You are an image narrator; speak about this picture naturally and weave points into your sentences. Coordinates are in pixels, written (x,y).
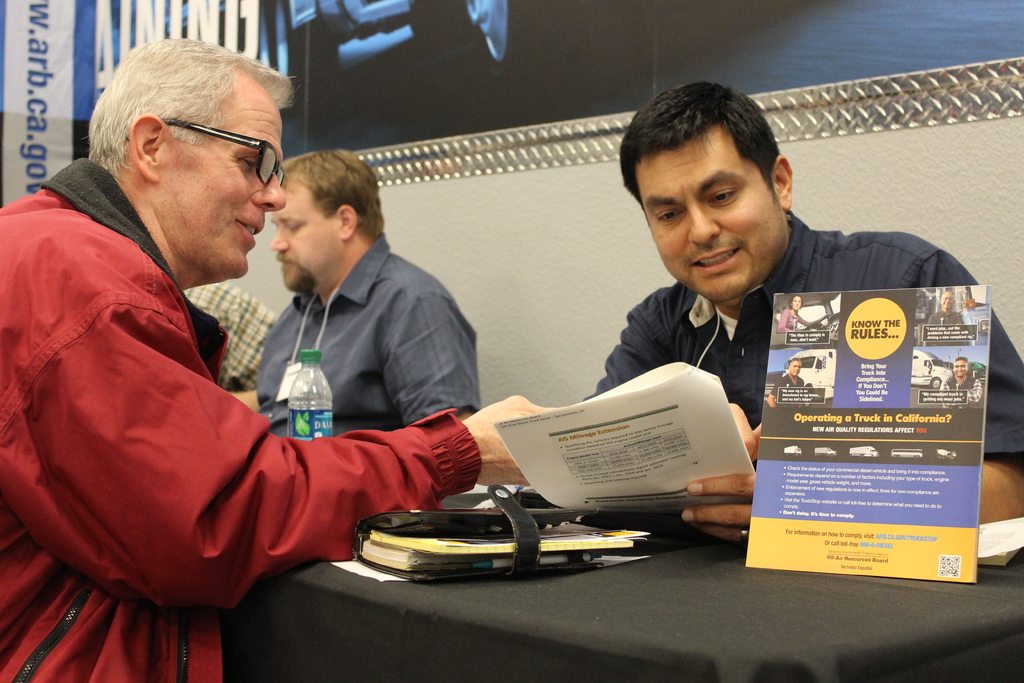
There are people (99,303) sitting and this man (676,329) holding papers (705,421). We can see bottle (325,391), books (473,554), board (911,552) and objects (512,524) on the table (527,583). In the background (505,208) we can see wall (494,292) and banner (148,20).
